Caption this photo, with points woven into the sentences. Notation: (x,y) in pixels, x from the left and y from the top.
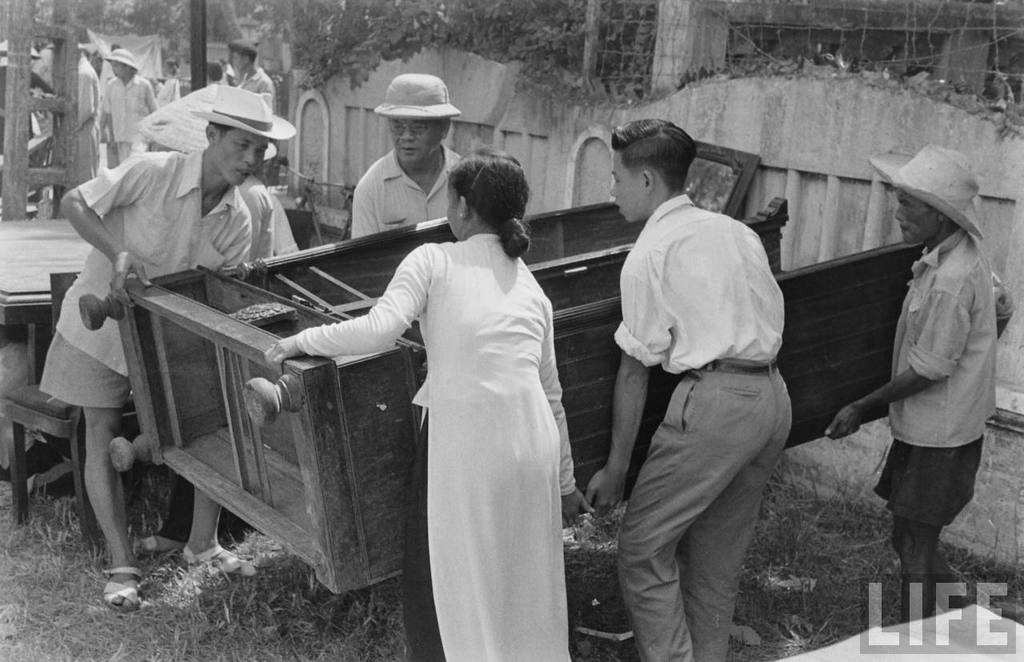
This is a black and white image. 5 people (200,224) are holding a wooden furniture (820,302). 3 of them (189,209) are wearing hats (965,203). There are other people (254,65) at the back (242,74). Behind them there is a wall (921,108), fencing (750,5) and trees (330,66).
